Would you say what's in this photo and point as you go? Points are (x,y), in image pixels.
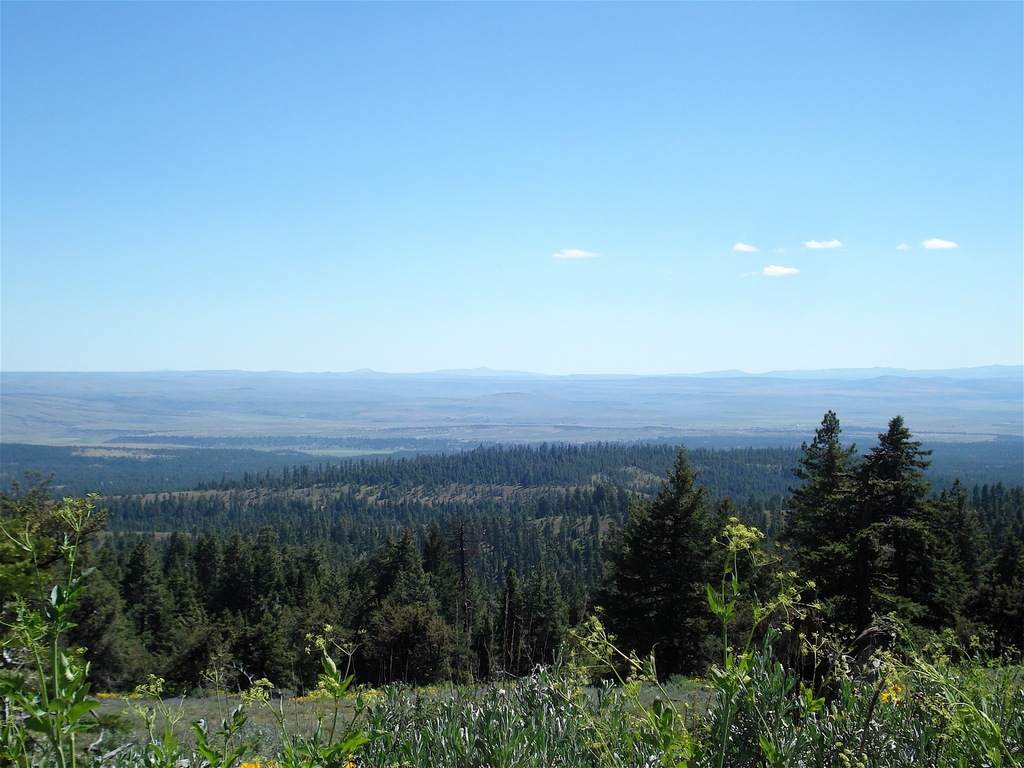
This image is taken outdoors. At the top of the image (476,215) there is the sky (699,230) with clouds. At the bottom of the image (255,698) there are a few plants (567,717) In the middle of the image (402,503) there are many trees (646,569) and plants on the ground (540,403).
